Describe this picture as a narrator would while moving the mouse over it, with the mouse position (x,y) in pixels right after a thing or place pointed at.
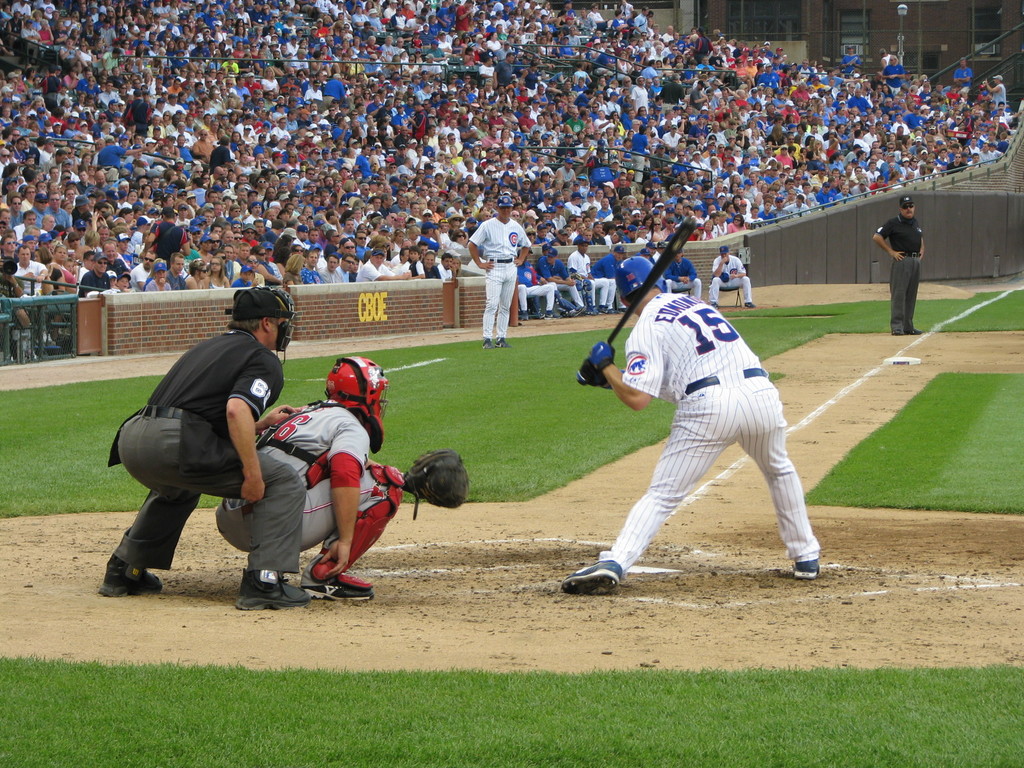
In this picture we can see a group of people (728,340) standing and two persons (334,502) are in squat position. Behind the people (520,258) there are groups of people (821,138) sitting.
